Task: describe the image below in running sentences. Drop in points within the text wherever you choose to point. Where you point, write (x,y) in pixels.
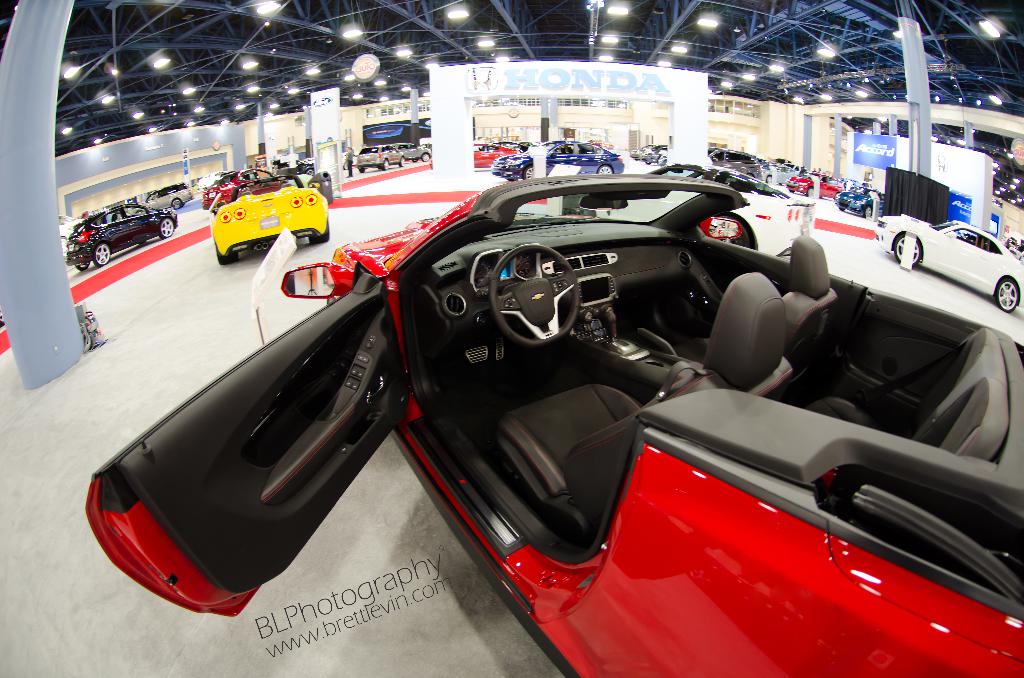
In the center of the image (430,331) we can see a few vehicles (552,316) in different colors. At the bottom of the image (438,596), there is a watermark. In the background (271,169) there is a wall (166,177), poles (33,253), lights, banners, few vehicles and a few other objects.
